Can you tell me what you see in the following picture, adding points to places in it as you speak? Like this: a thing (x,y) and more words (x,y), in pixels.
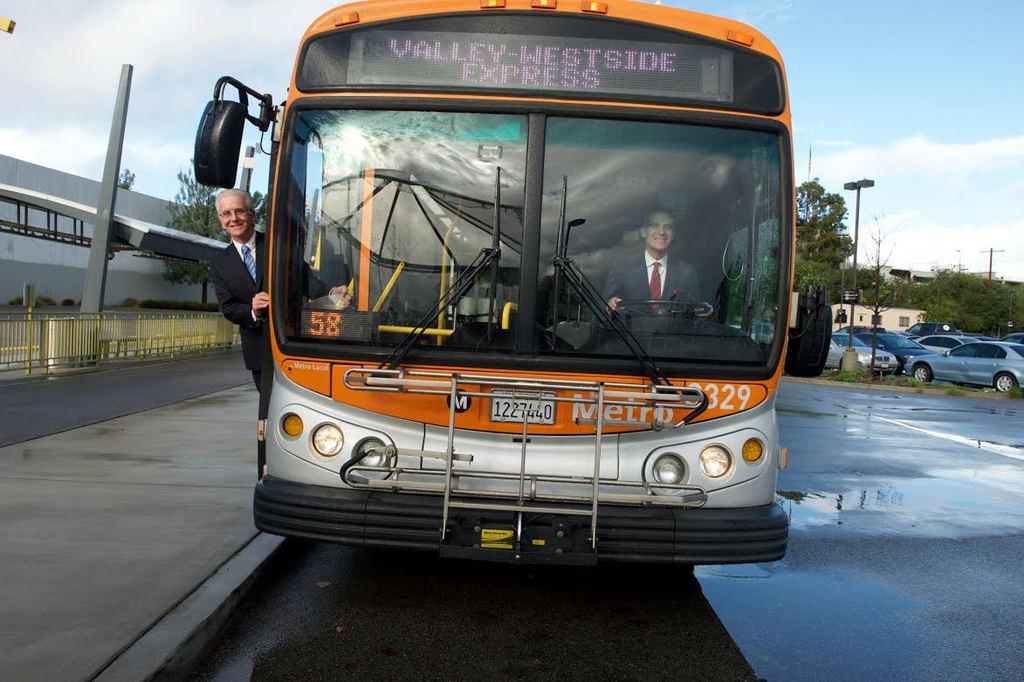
In this image I can see the road (833,630). On the road (826,606) I can see the vehicle (713,491) and there are two people (639,297) inside the vehicle (583,307). To the left (75,343) I can see the railing (118,330), shed (61,240) and the wall (57,244). To the right (953,356) I can see few more vehicles (882,362) and the poles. In the background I can see many trees (838,214), clouds (174,76) and the sky (280,55).
